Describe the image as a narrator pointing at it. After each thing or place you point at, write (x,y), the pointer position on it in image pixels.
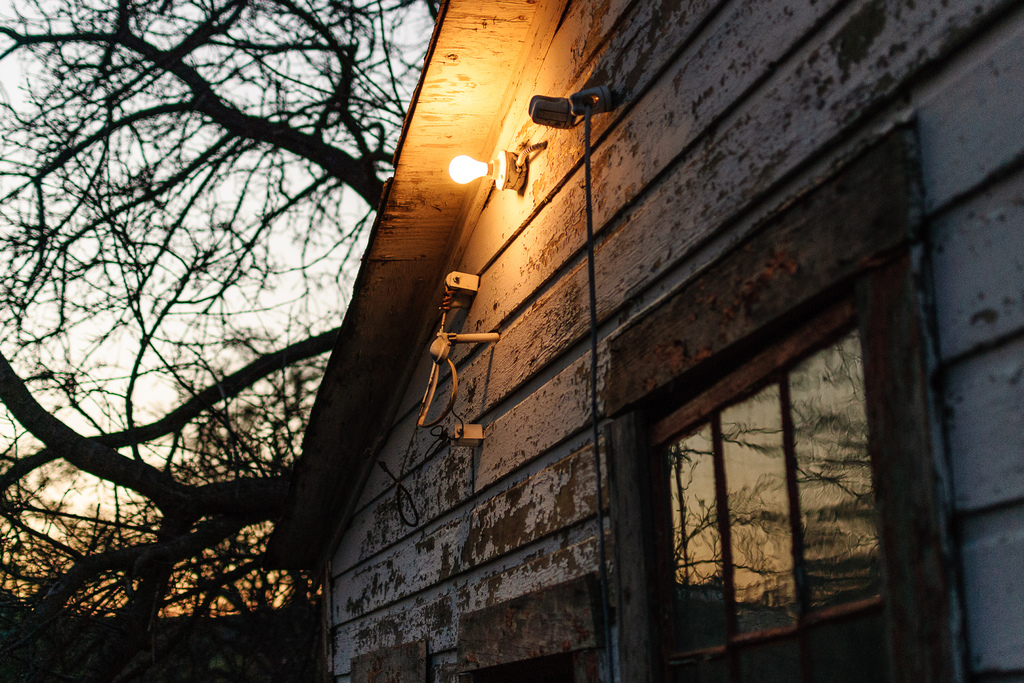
This is a picture of a house (761,680). On the right (802,550) there is a window (749,449). In the center (438,331) there are bulb (482,166), cable (539,147) and some other objects (472,276). In the background (111,568) there are trees (345,63). In the foreground (481,505) it is wall (721,150).
